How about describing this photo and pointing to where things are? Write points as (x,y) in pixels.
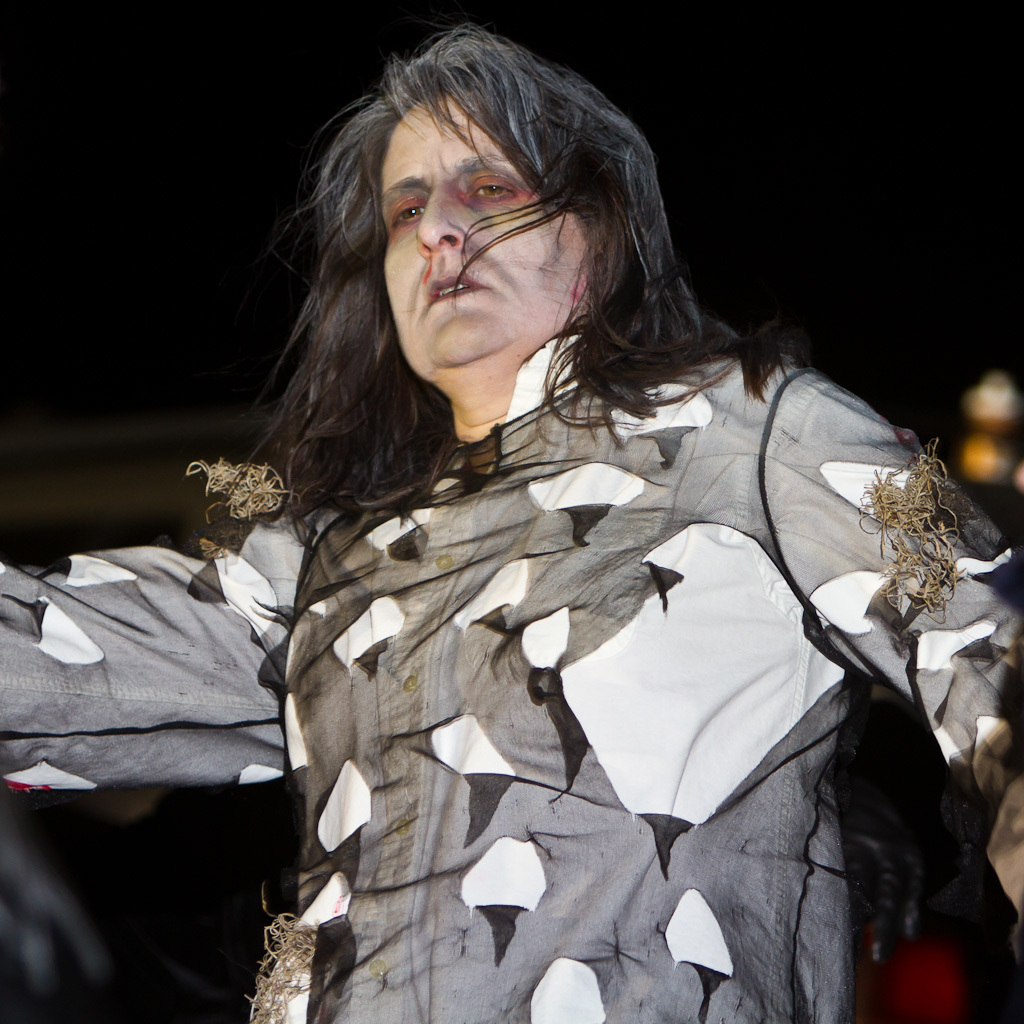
A person (670,685) is standing wearing clothes (736,678).
